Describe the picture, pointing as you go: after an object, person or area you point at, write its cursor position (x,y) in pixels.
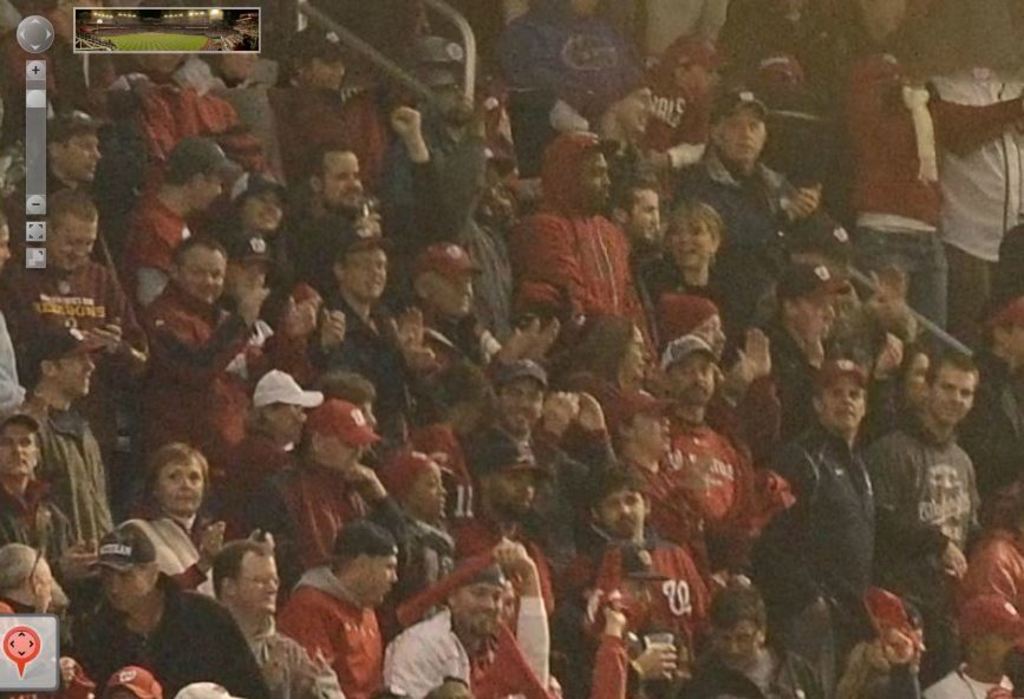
In this image we can see many people (677,374) are standing and holding some objects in their hands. There are animated logos (41,204) at the left top (42,145) and bottom of the image (35,654). There is an image of the stadium (157,30) at the top of the image (169,35).
